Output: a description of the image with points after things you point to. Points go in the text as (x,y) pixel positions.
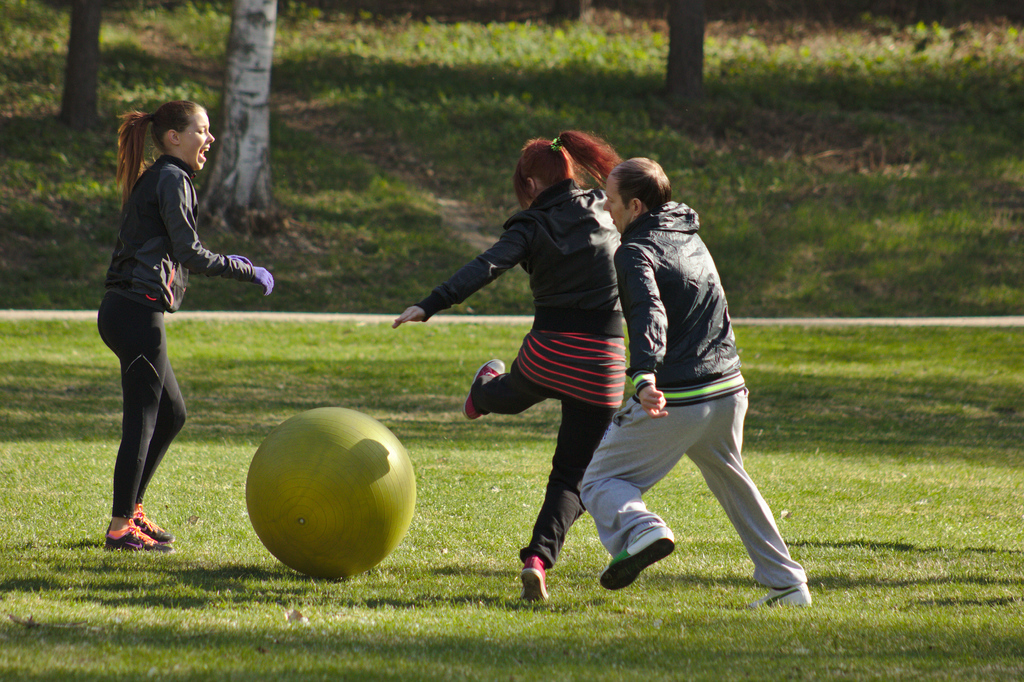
In this image I can see there are persons (707,263) playing with exercise ball (380,552). And there is a grass (808,442), Road (888,321) and a trunk (265,56).
